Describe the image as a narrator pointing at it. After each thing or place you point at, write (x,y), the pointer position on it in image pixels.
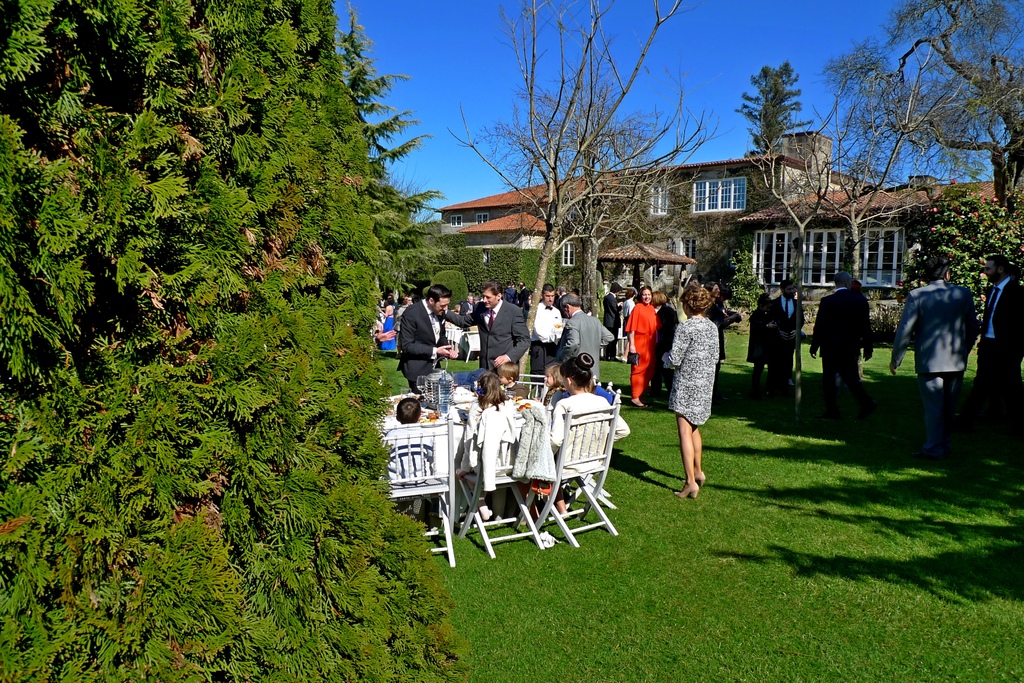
In this image we can see people (723,334) are standing on the grass (996,606) and there are few people (508,376) sitting on the chairs (447,521). Here we can see a table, grass (821,605), plants (132,654), trees (627,146), houses (719,264), and other objects (617,276). In the background (436,61) there is sky (708,46).
